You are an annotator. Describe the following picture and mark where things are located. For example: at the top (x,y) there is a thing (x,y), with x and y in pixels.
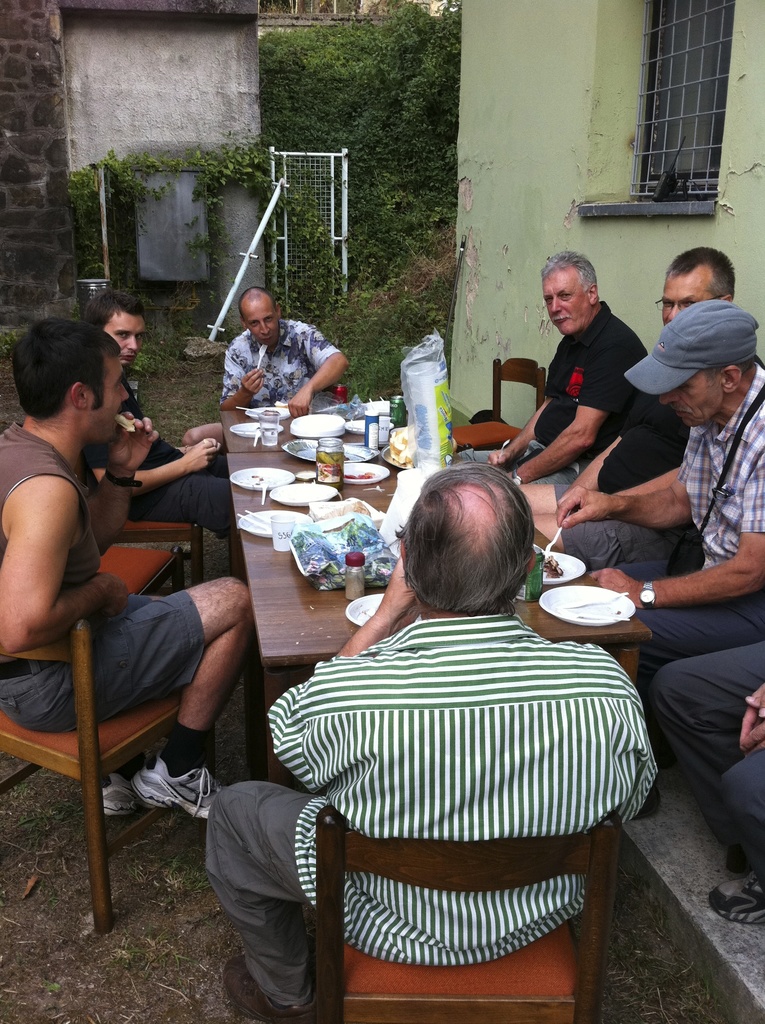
This picture shows a group of people (706,620) seated on the chairs (381,1014) and few are holding fork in their hand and we see some food (553,567) and plates (390,455) and glasses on the table (280,580) and we see few plants (268,147) around.
